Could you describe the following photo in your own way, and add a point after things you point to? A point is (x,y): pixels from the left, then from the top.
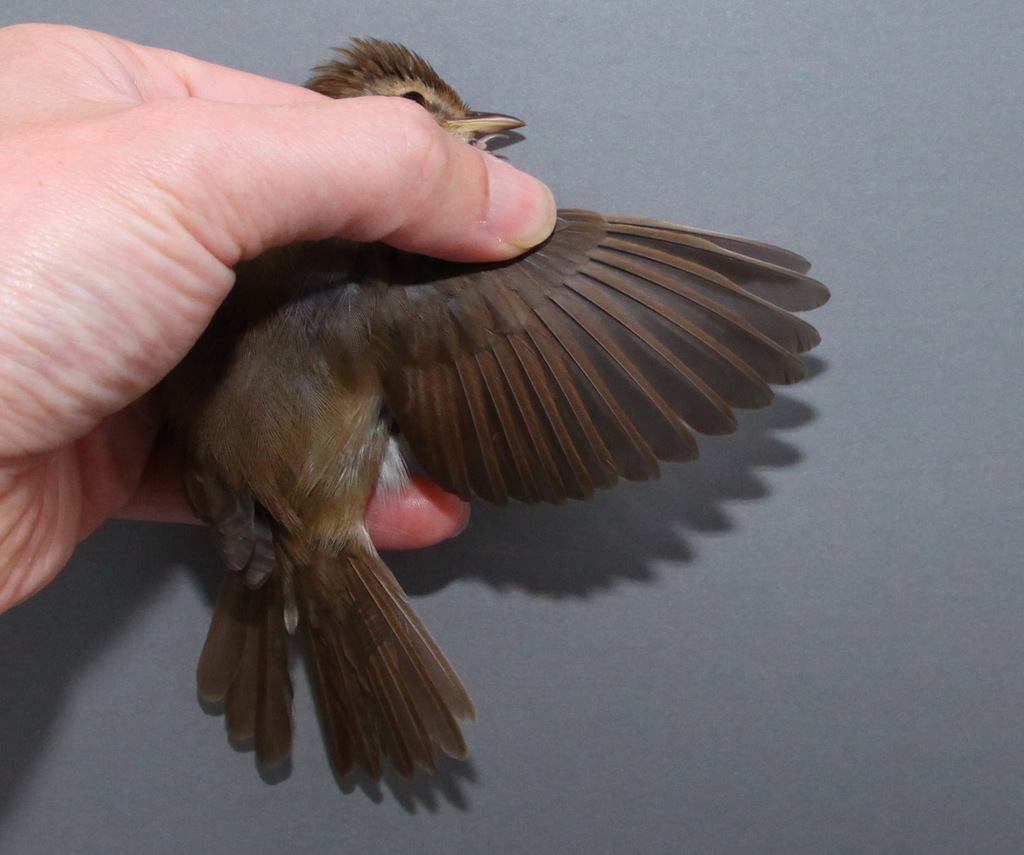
In this image we can see a bird (327,366) in a person's hand (316,229), and the background (710,28) is in gray color.
